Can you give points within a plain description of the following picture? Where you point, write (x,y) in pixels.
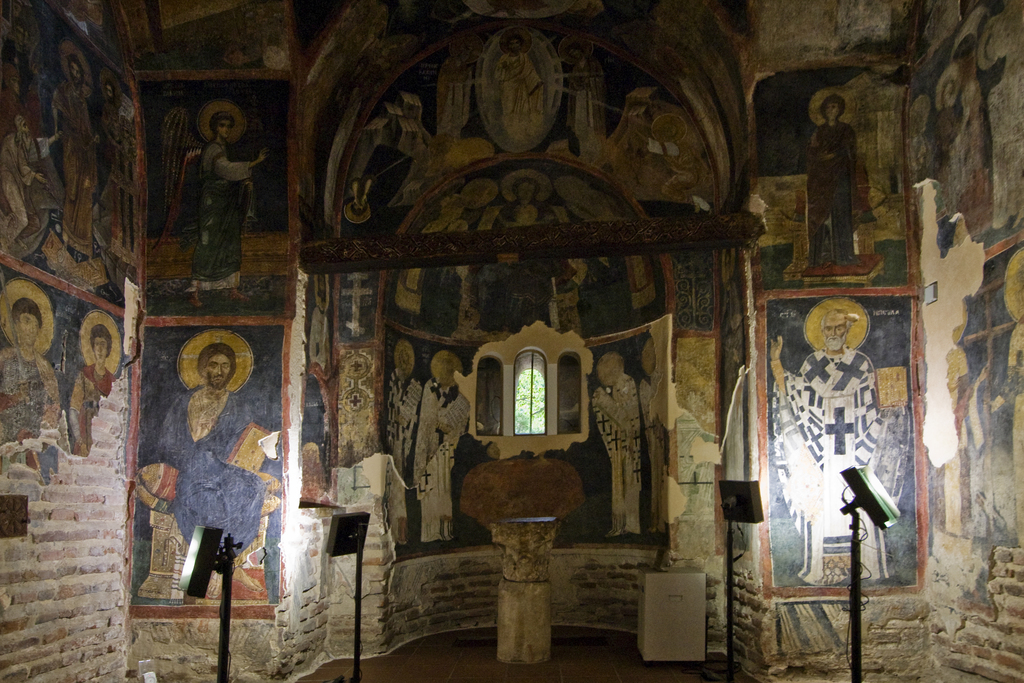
In this image I can see few lights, background (457,395) I can see a window (497,432) and I can see the painting (317,203) of few people (827,193) on the wall (702,262).
